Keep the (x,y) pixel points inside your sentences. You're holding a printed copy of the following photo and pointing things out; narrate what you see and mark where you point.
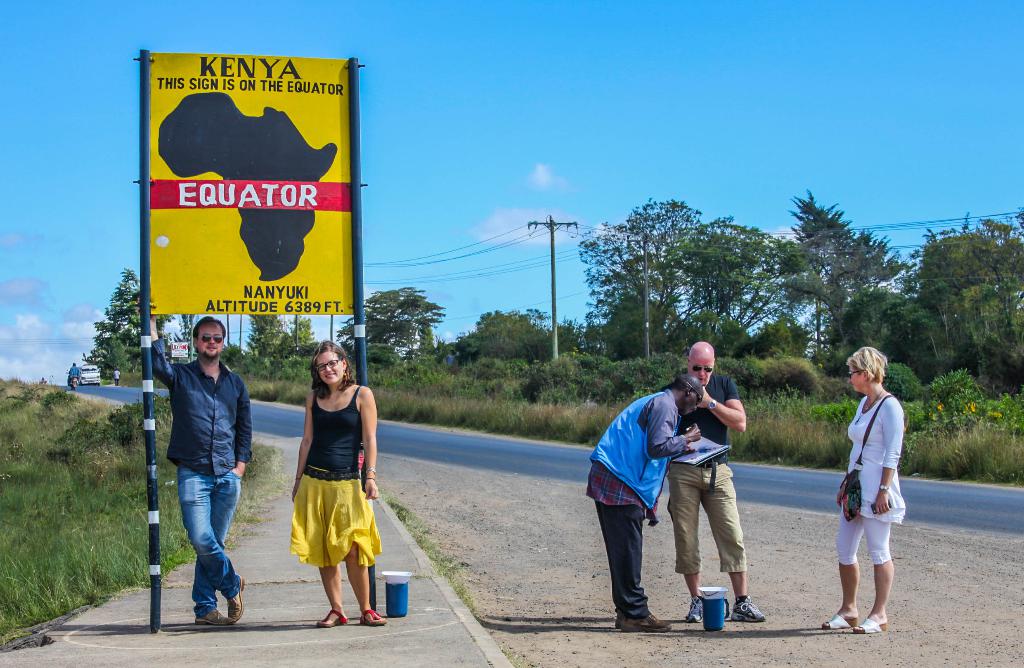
In the image there are three people (681,492) standing beside the road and on the left side (196,509) there are two people (203,498) standing in front of a board (257,63), behind them there is a lot of grass (10,489) and behind the grass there are some trees (607,284), there is a current pole (544,224) and there are many wires (435,262) attached to that pole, there are two vehicles (89,372) in the background (91,367).
